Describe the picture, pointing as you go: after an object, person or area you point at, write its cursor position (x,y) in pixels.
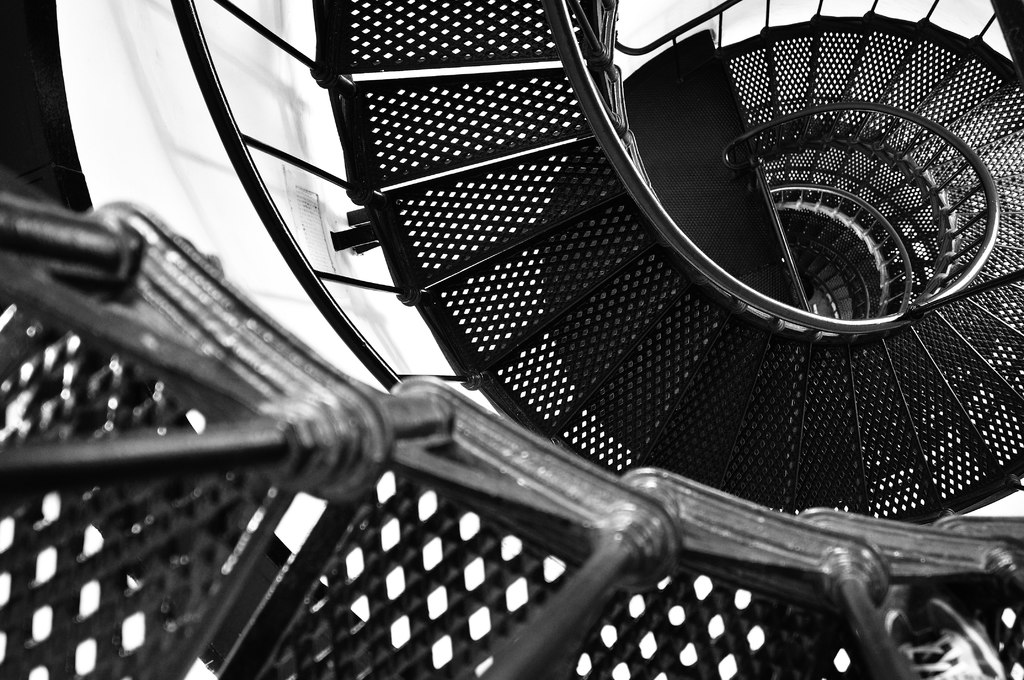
In the foreground of this picture (155,468) we can see some metal objects (681,596). In the center (457,317) we can see the staircase (595,89) and some objects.
